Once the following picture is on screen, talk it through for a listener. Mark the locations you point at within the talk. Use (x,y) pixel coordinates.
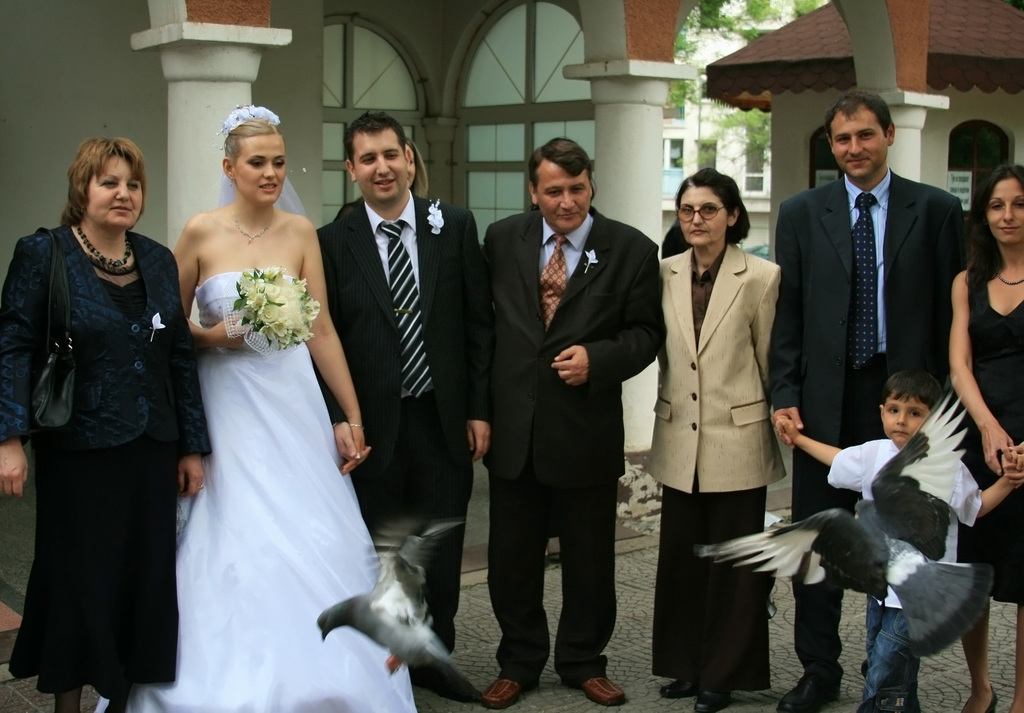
There are many people (498,268) standing. One lady (299,433) is wearing white dress (236,439) and veil (230,192) is holding a bouquet (246,323). In the front (381,580) birds (381,580) are flying. In the back (541,40) there is a building (429,83) with windows (394,101) and pillars (633,73). In the background (683,80) there is a building (681,125) and tree (729,121).
